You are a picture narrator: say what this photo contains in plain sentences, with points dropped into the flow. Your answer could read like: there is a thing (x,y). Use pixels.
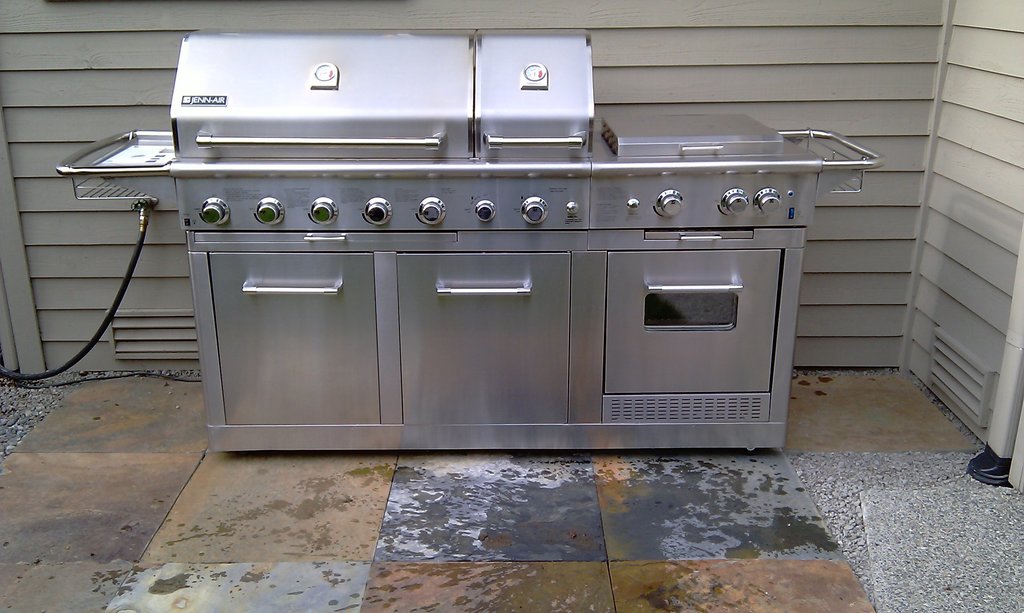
In this image in the center (383,320) there is one machine (348,251), and there is some wire (44,373) on the left side (55,373). At the bottom (64,458) there is a walkway (794,517) and some small stones (829,511), and in the background (94,27) there is wall (967,286).
